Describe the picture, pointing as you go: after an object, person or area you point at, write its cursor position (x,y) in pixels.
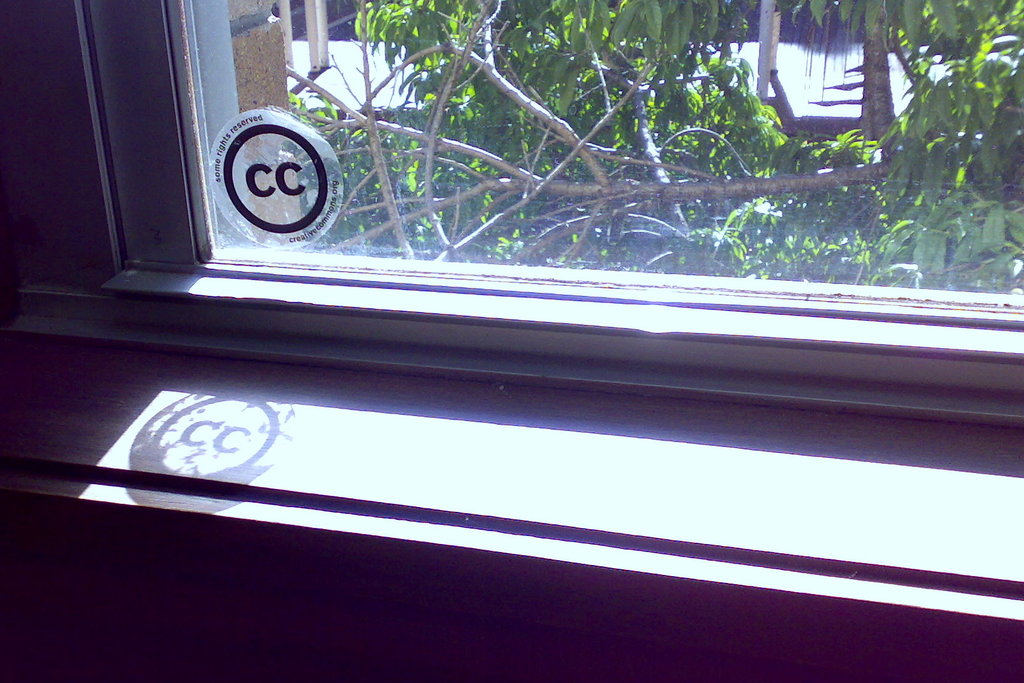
In the image we can see the glass window (462,249) and out of the window (543,90) we can see tree branches (664,177) and leaves (545,62).
